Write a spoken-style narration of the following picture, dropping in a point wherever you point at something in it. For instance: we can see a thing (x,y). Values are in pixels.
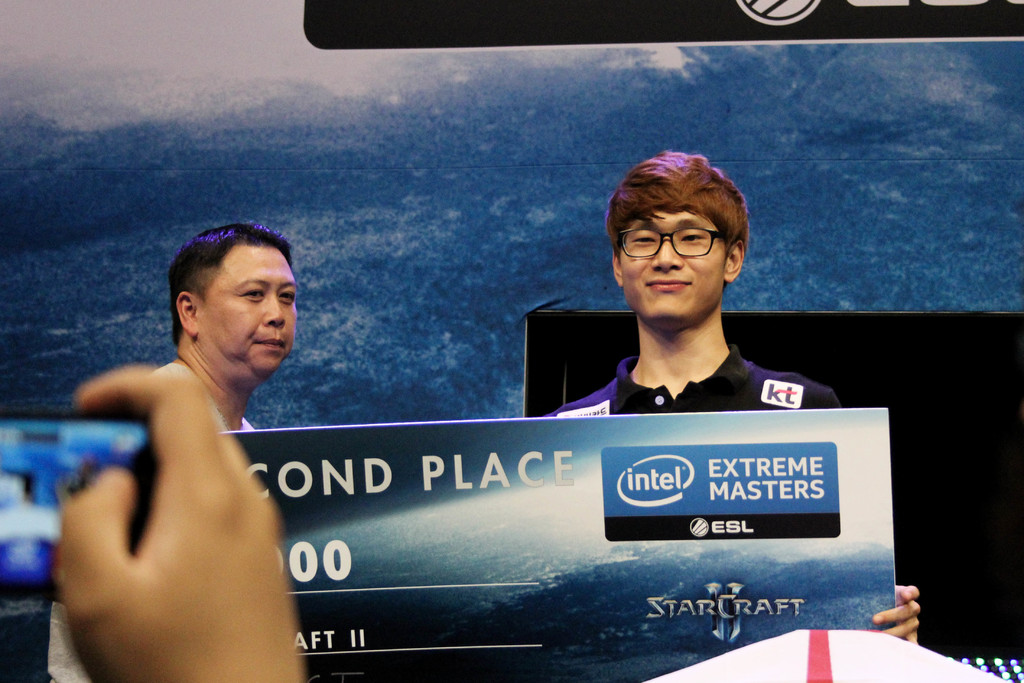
On the left (134,533) there is a person (102,480) holding a mobile (63,472). In the center of the picture (622,378) we can see two persons (646,360) holding an object (705,530). In the background (419,164) it is banner (838,158).
